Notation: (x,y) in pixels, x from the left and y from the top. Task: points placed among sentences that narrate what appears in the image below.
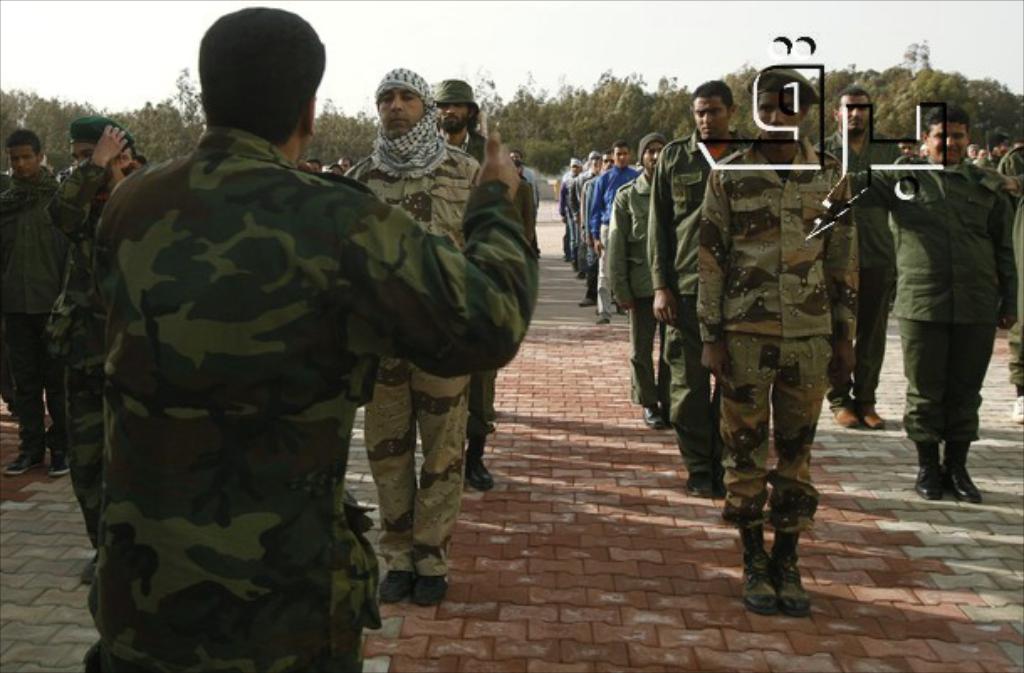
In this picture we can see a group of people (842,422) wore shoes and standing on the ground (647,620) and some of them wore caps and in the background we can see trees (629,82), sky (631,28).
